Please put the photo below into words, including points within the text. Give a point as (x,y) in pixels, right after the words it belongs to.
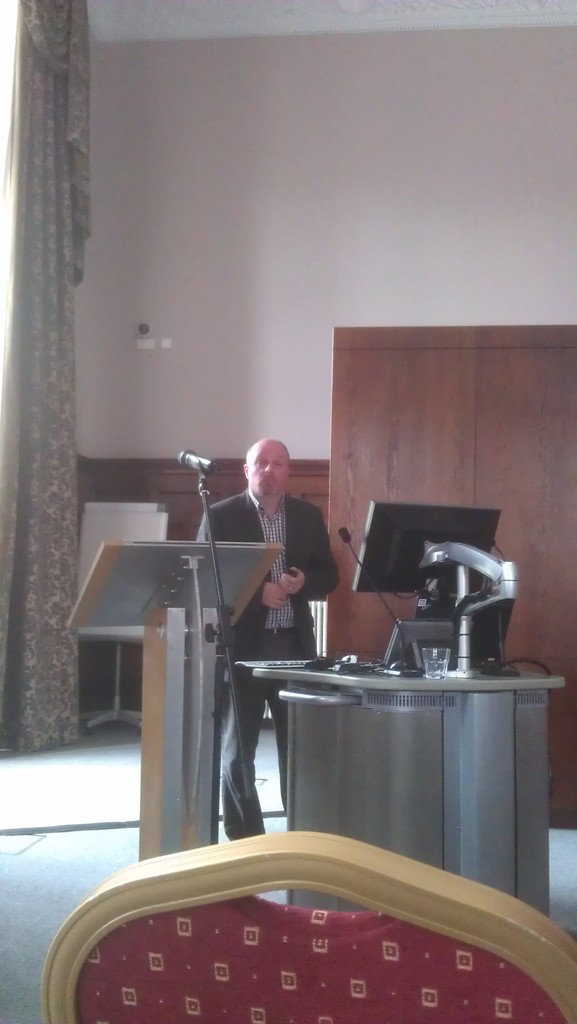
In this image there is a person (291,594) standing, in front of him there is a table (264,673). On the table (437,688) there is a monitor (444,542), glass (432,671), keyboard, mouse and some other objects (400,660) placed, beside the table (299,682) there is another table (149,632) and mic (227,658). In the foreground of the image (237,896) there is a chair (237,896). In the background (415,394) there is a wooden structure (424,410), curtains (32,309) and a wall (184,195).
